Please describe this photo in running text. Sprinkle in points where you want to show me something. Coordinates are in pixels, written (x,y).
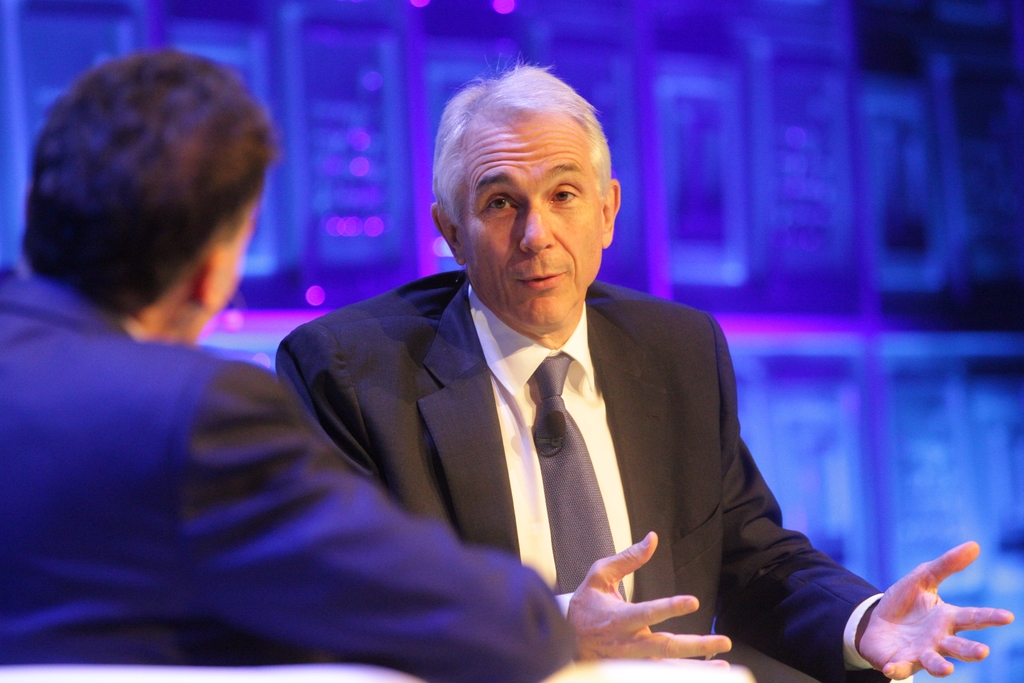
In this picture we can see that one person (451,353) is talking to the other person (182,289) and other person (170,308) is listening to him. The background of this picture (347,86) is totally blue and pink.
